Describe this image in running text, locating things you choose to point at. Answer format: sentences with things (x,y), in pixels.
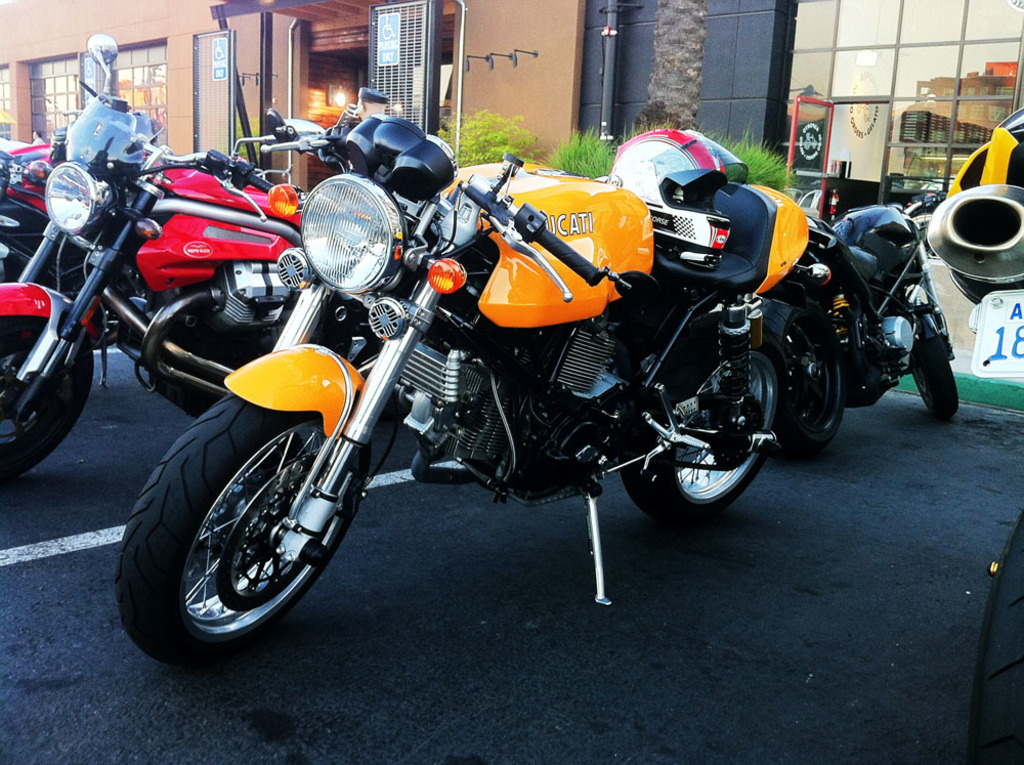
This picture is clicked outside. In the center (670,506) we can see the group of bikes (499,396) parked on the ground (851,575). In the background (860,35) we can see the buildings (172,24), a person like thing (39,139), light (338,93) and some other objects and we can see the reflections (939,120) of the sky (941,62) and buildings (963,107) on the glasses (941,88).
